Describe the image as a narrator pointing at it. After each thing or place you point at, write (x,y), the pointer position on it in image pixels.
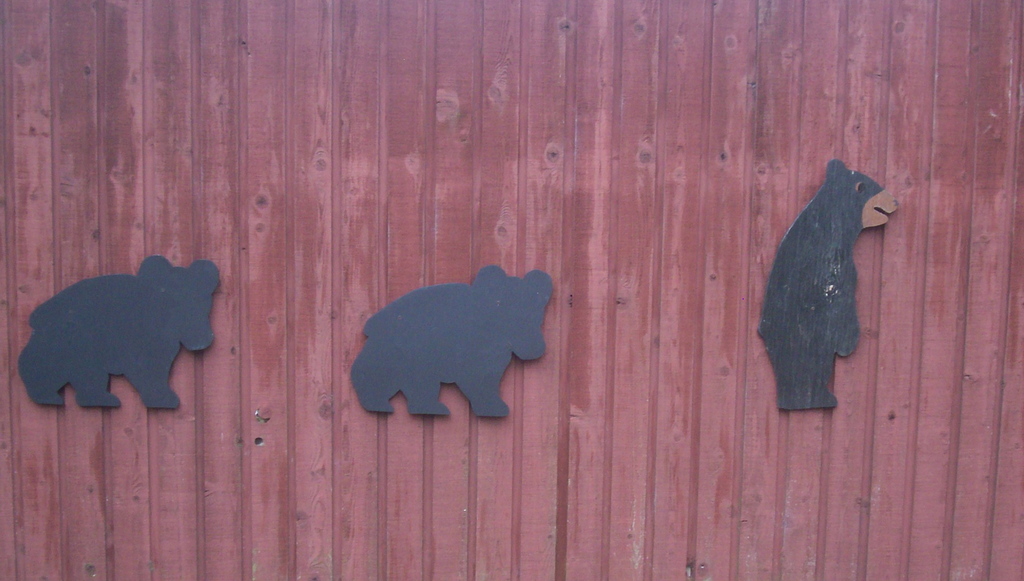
In this image I see the brown color surface (599,150) on which there are 2 black color things (171,341) and I see the depiction of an animal (834,246) over here.
